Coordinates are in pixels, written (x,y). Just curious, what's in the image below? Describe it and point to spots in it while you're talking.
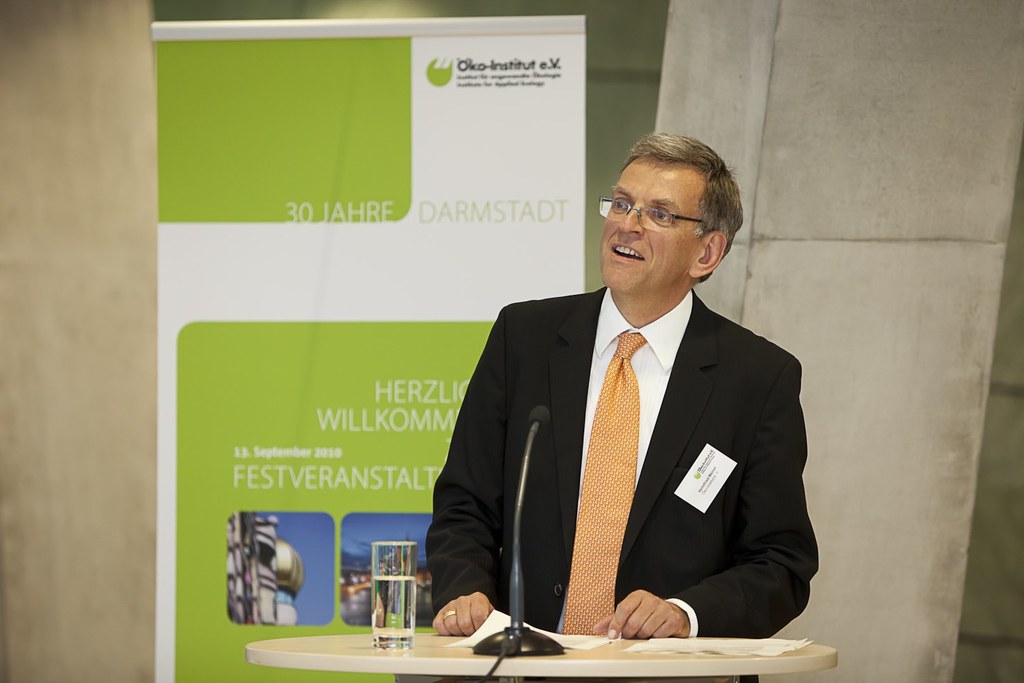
At the bottom of the image (340,656) there is a table (320,662), on the table (431,674) there is a microphone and glass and papers (497,618). Behind the table (454,668) a man (469,417) is standing. Behind him there is a banner (238,606) and wall (637,2).
